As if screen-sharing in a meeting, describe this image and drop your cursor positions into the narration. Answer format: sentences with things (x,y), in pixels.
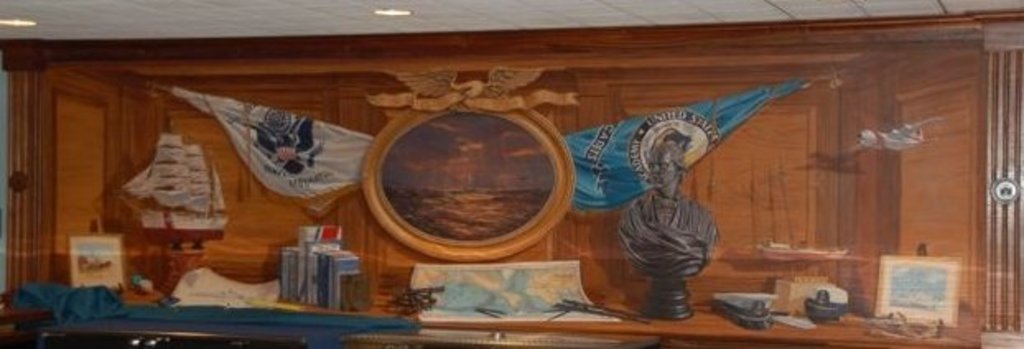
In this image I can see a rack (72,197) in which a painting (491,181), two flags (289,174), artificial ship (163,180), photo frames (87,264), books (352,291), sculpture (645,260) and some more objects (571,308) are placed. On the top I can see the lights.
